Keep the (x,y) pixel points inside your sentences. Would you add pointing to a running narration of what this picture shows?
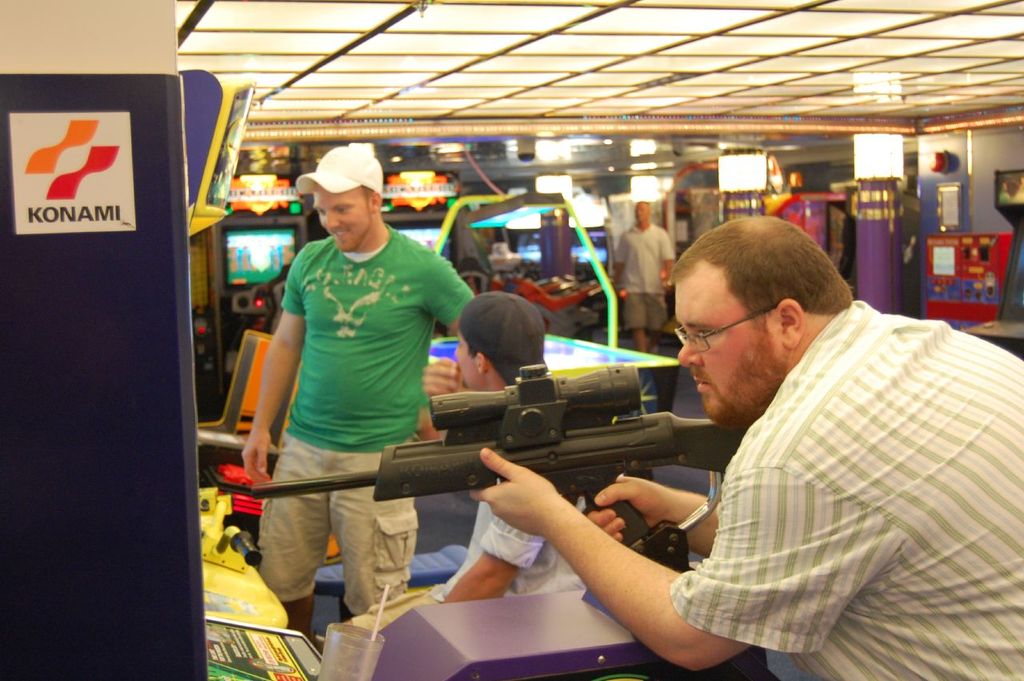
In this image I can see a man (790,247) is holding a weapon (534,466) in his hand (624,485) and looking at the left side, in the middle (367,407) there is a man (400,402) standing, he wore green color t-shirt (382,373), white color cap (353,175). At the top (725,116), there are ceiling lights (616,56), it looks like a gaming station (682,406).
